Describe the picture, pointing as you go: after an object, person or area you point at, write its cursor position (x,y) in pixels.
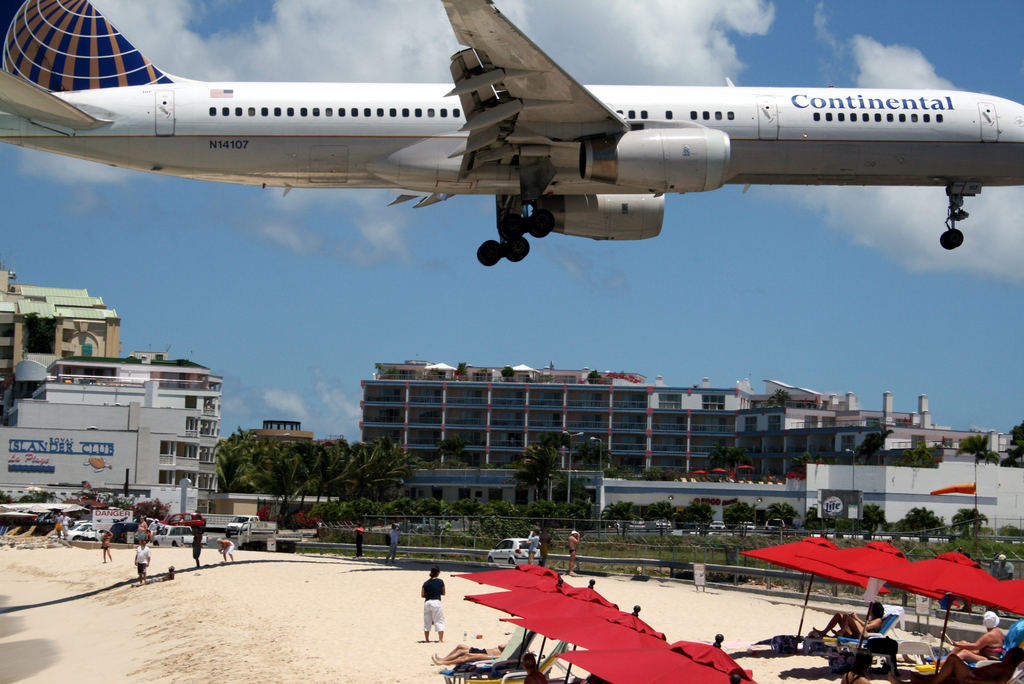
In this picture there are buildings (557,406) and trees (1021,455) and there are vehicles (157,543) on the road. In the foreground (936,663) there are group of people (949,665) sitting under the umbrellas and there are group of people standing on the sand (366,608). At the top (169,124) there is an aircraft (477,153) in the air (426,227) and there is sky (328,249) and there are clouds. At the bottom (366,625) there is sand (349,634).
